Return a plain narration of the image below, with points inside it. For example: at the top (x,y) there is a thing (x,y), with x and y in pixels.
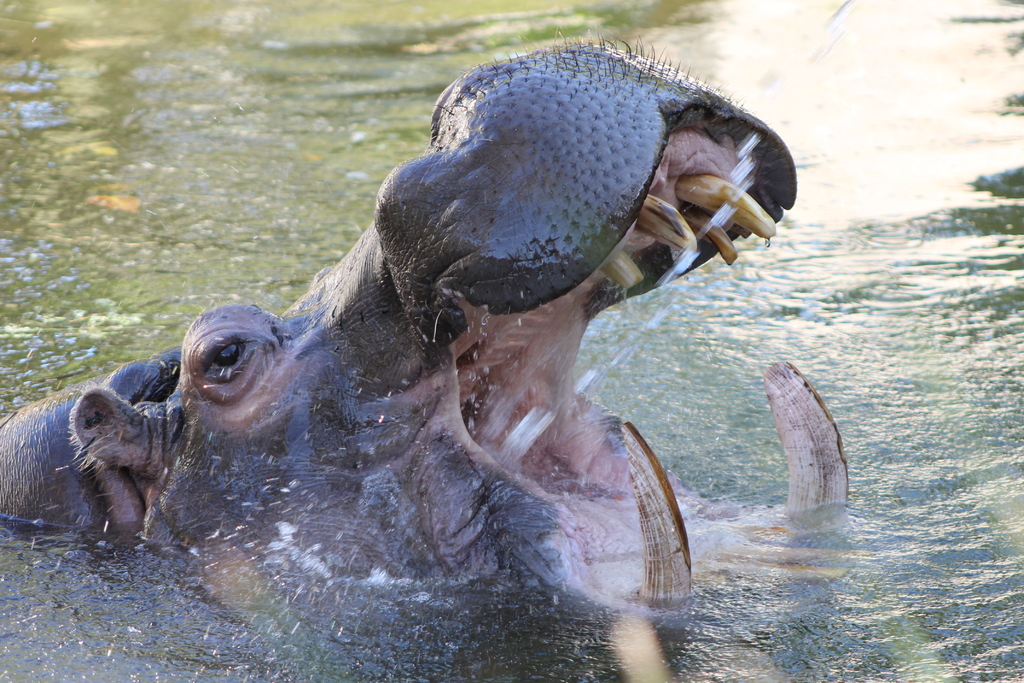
In the image we can see a hippopotamus (477,361) in the water (727,389). This is a water (777,285).
